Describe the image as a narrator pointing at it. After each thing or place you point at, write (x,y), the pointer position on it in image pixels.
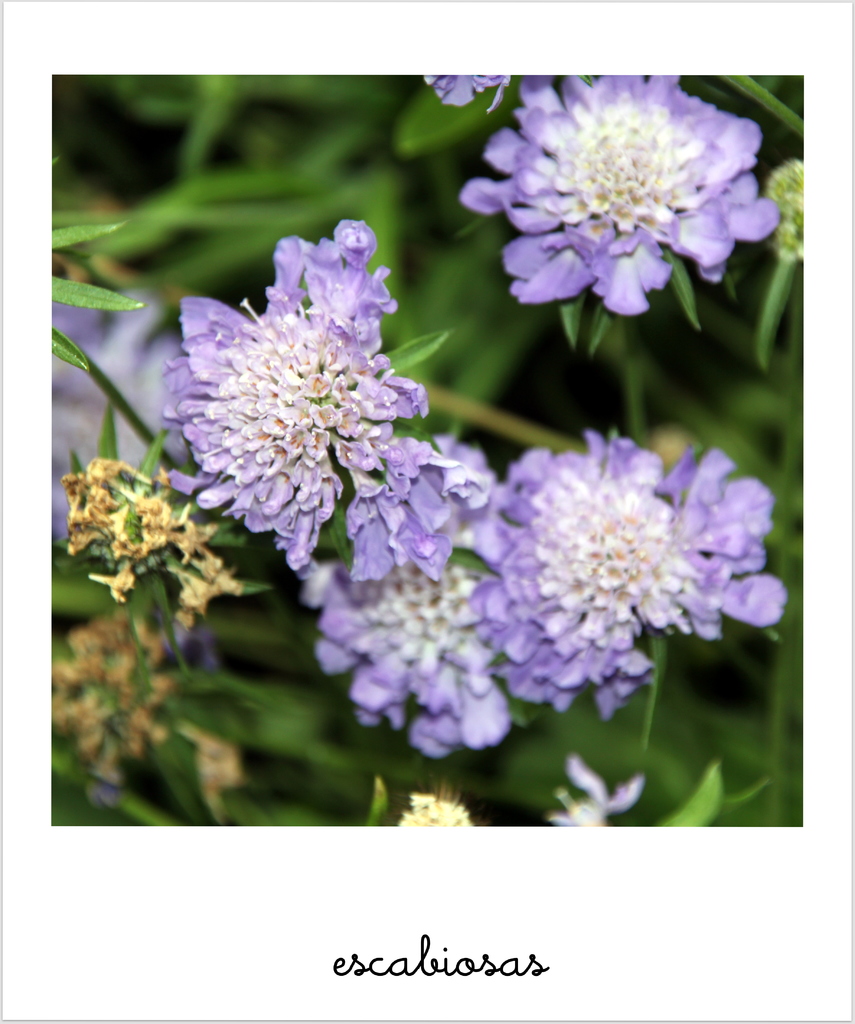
In this image there are flowers (469,491) in brinjal color. At the bottom (332,965) there is a name (386,969) in black color.
